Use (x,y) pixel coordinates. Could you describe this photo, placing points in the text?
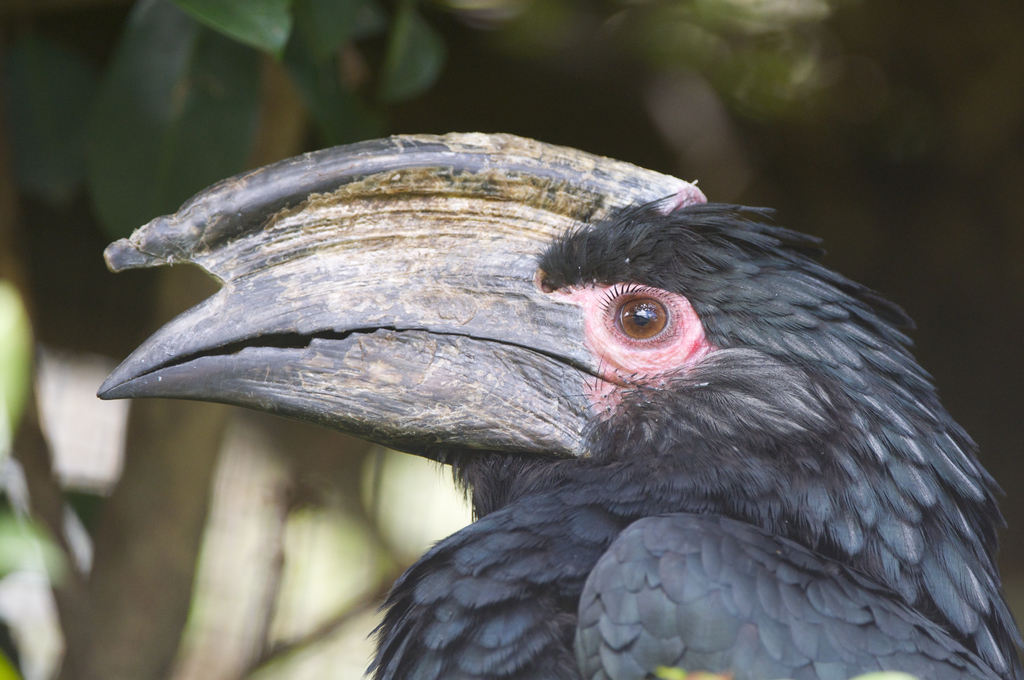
In this image, I can see a bird (493,537) named as Hornbill (632,573). This bird (641,564) is black in color. The background (817,144) looks blurry.
